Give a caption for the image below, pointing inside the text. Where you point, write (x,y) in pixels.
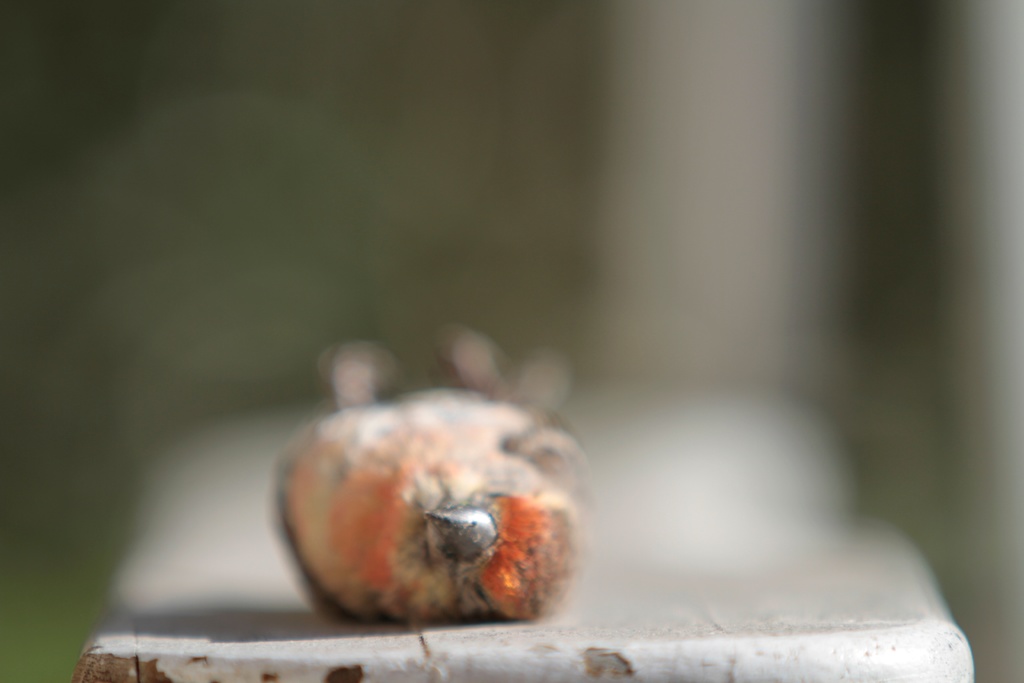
In this image we can see a bird (446,505).
